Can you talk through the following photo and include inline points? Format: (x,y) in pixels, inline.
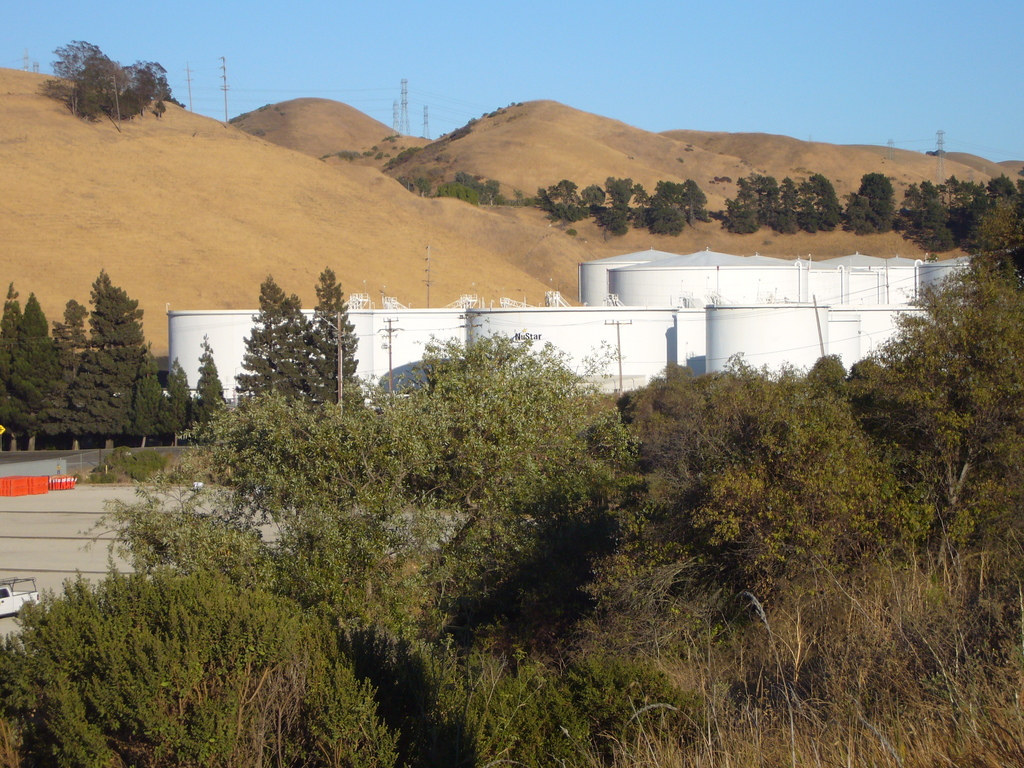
In this picture we can see few trees (875,493) and containers (760,310), in the background (190,90) we can find few towers (942,133).
